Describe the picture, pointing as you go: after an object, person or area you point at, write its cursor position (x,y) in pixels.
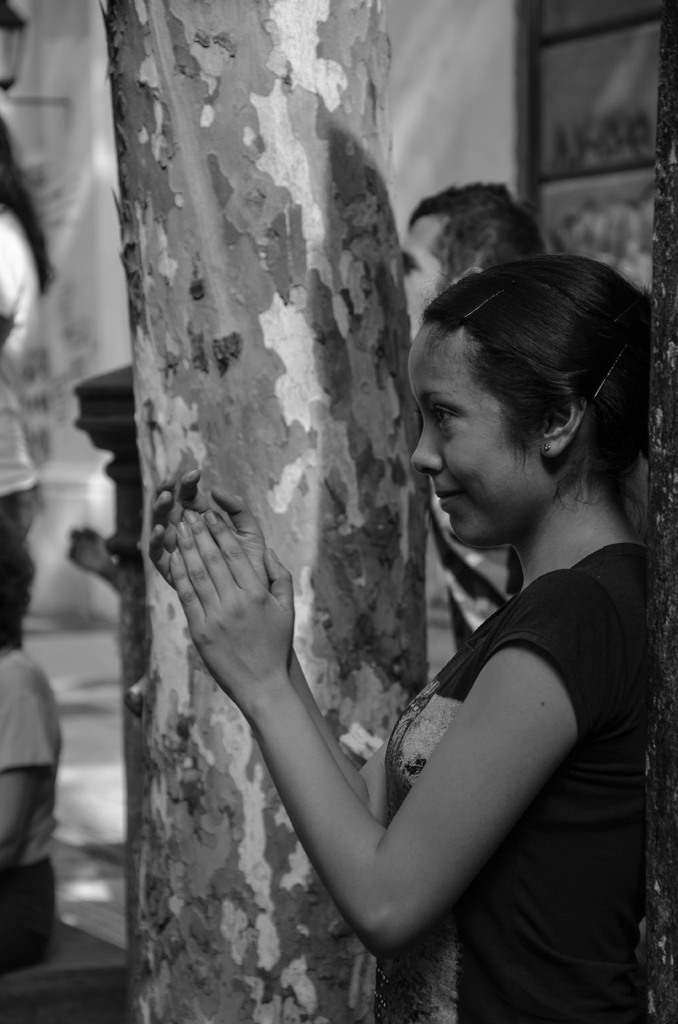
This is a black and white image. In this image we can see persons (530,518), tree (360,611), window (551,94) and wall (58,305).
